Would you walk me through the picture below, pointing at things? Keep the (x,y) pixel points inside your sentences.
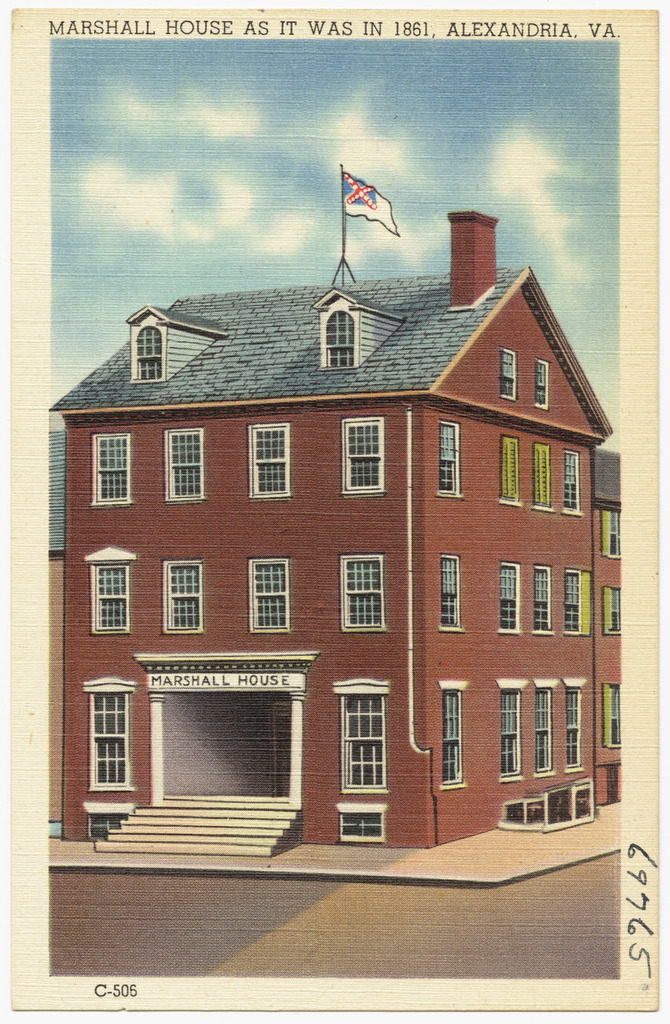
In this picture, we see a building (352,475) in brown color with a grey color roof (266,361). It has windows (275,604). At the bottom (283,886), we see the road (164,917) and the staircase (180,837). On top of the building (289,534), we see a flag (367,214) in white, red and blue color. At the top (230,143), we see the sky (365,139) and the clouds (135,105). This picture might be a poster.
